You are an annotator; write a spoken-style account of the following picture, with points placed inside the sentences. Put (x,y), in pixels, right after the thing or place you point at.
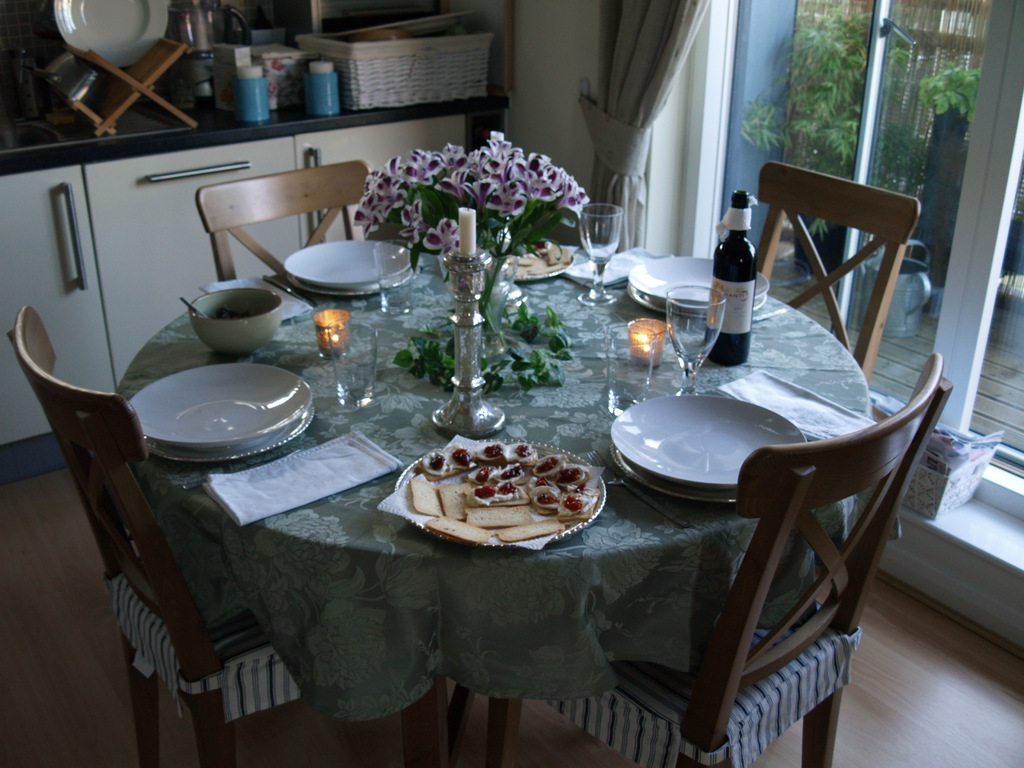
In this image we can see table (418,438) with chairs (816,192). On the table (447,336) there is a candle (467,237) with stand (480,360), plates (271,379), bowl (266,305), glasses (647,373), vase (491,281) with flowers (499,191), bottle (739,200), plate (563,453) with food items (551,478), napkins (744,393), lights (330,333) and few other things (524,317). On the right side (764,114) there are doors (972,203). Near to the door (1003,269) there is a box (954,450). In the back (207,132) there is a platform (148,128) with cupboard (232,180). On that there is a book stand (122,84), plate (99,26), bottles (321,73), basket (380,63) and some other items (282,77). Also there is a curtain (638,69). Through the door (901,76) we can see plants (847,91).
